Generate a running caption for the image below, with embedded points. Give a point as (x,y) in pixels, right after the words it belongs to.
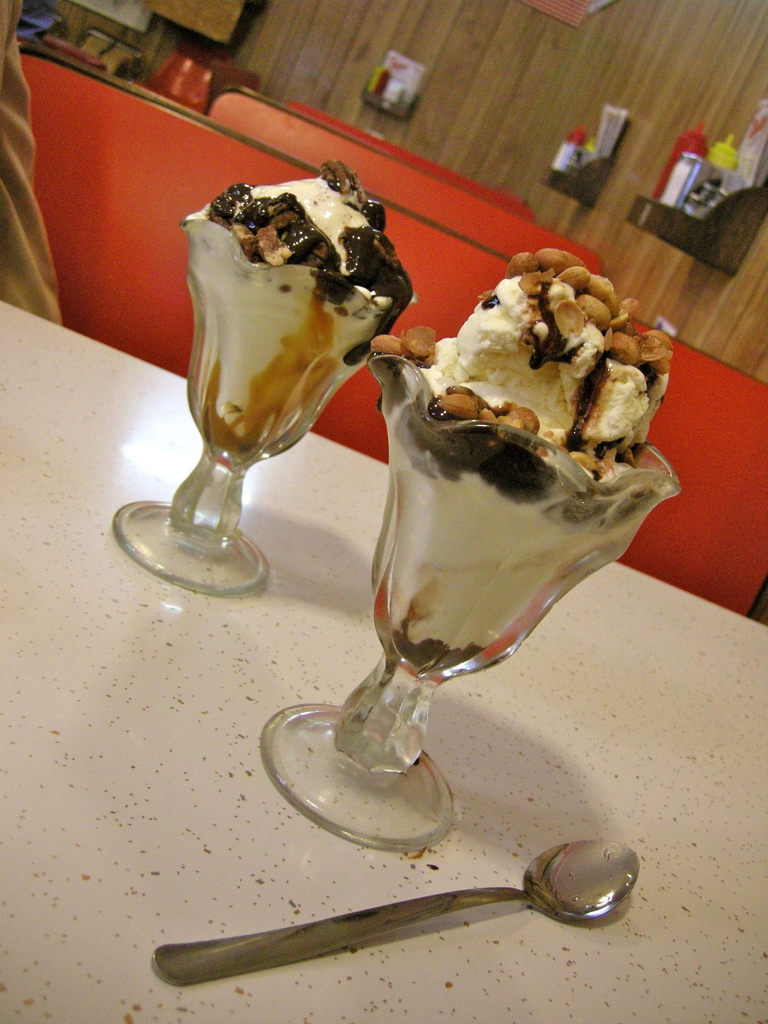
In this image, I can see two bowls (263,410) with ice cream (394,410) and a spoon (540,902) are placed on the table (103,625). These look like the benches (480,219). I can see the wooden trays (724,220) with few objects (683,181) on it are attached to the wall (744,288).
